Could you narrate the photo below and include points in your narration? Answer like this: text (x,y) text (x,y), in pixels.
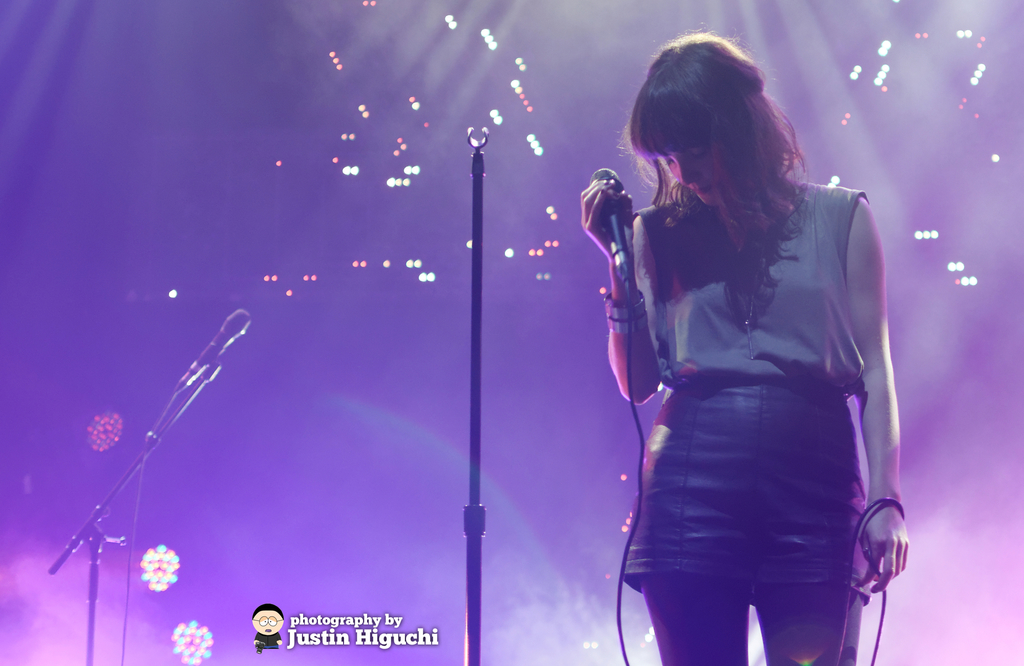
In this image i can see a woman (806,316) wearing a grey shirt (797,305) and black skirt (764,447) is standing and holding a microphone (595,176) in her hand (612,189). In the background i can see a microphone (233,335) and few lights (487,36).
